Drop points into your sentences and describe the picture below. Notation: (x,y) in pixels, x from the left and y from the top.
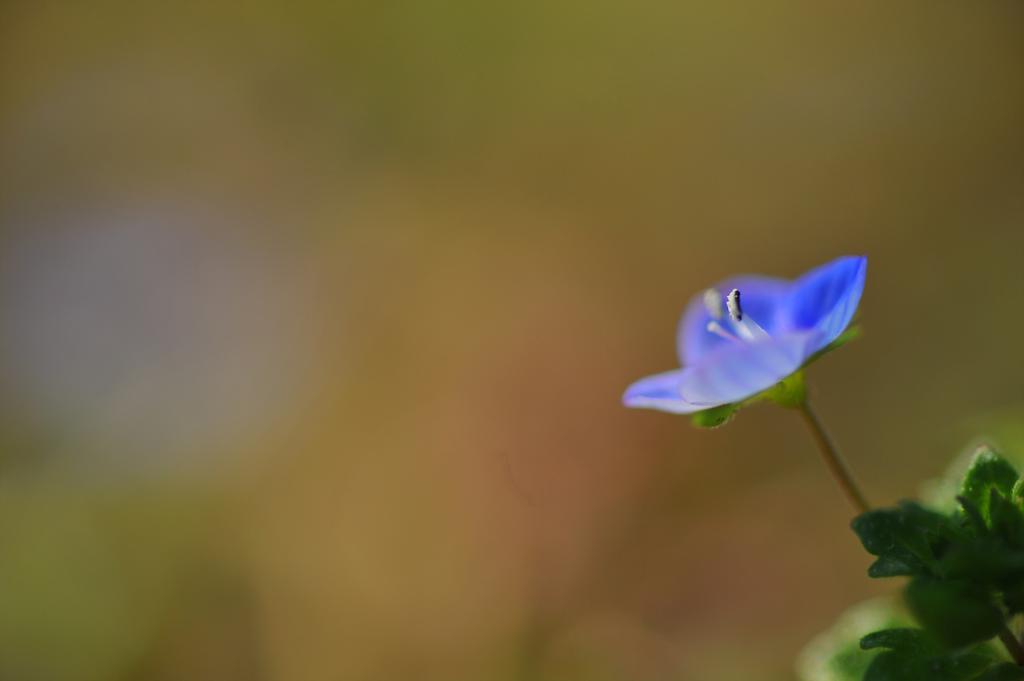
In this picture we can see a violet flower (835,293) and a few green leaves (888,519) on the right side (877,526). Background (539,585) is blurry.
